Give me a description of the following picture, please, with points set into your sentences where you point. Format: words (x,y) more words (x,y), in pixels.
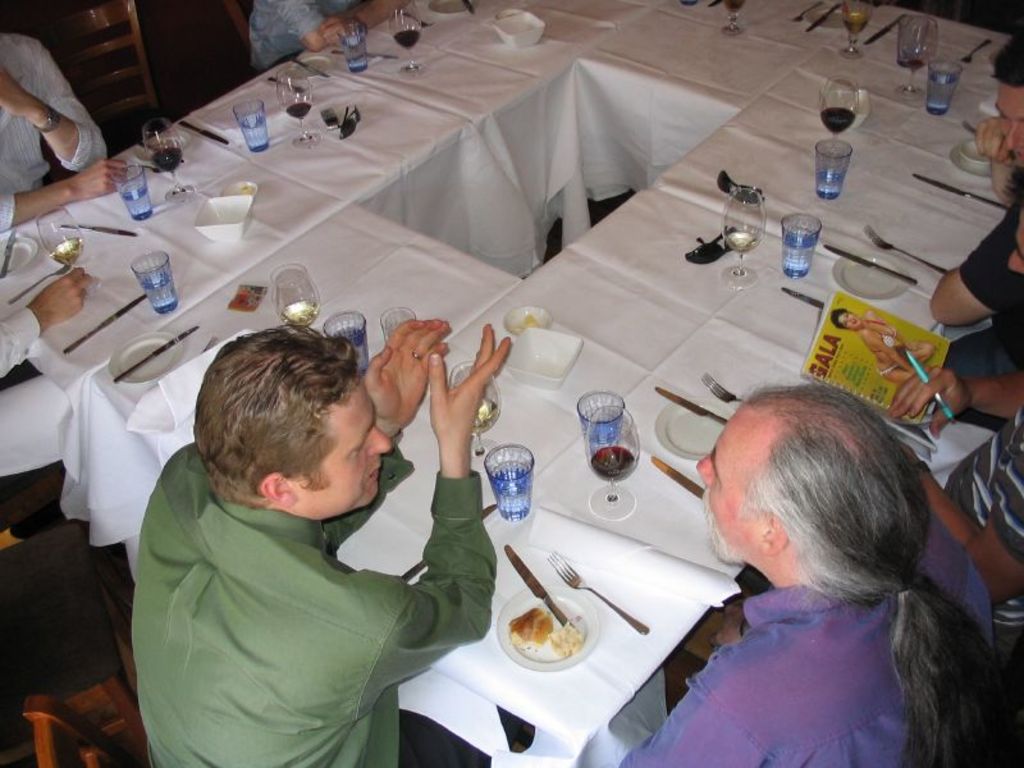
In this picture we can see people (731,462) sitting on chair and in front of them there is table (779,56) and on table (451,322) we can see cloth (496,435), glasses (599,415), plate (671,436), knife (657,392), fork (706,383), book (863,318), goggles (716,247), mobile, paper (238,291), bowl (519,361), some food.
